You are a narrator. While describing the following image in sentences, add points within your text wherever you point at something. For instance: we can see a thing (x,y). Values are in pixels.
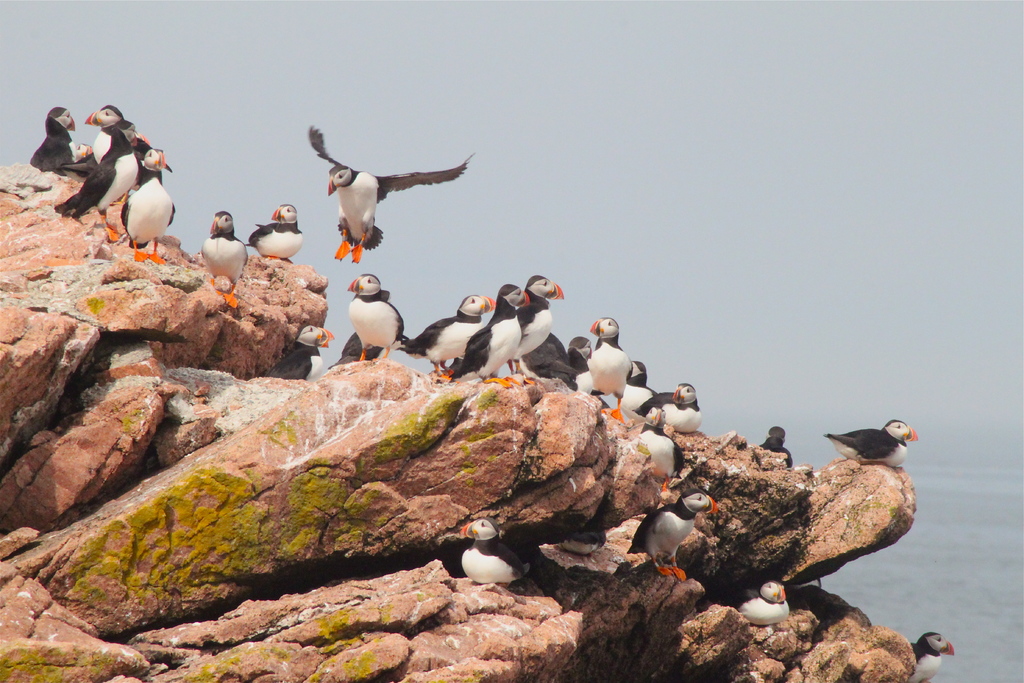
In this image, we can see some birds (141,170) sitting on the rock (825,500) and one bird (339,229) is flying, we can see water (906,567) and at the top (307,198) there is a sky (271,201) which is cloudy.
